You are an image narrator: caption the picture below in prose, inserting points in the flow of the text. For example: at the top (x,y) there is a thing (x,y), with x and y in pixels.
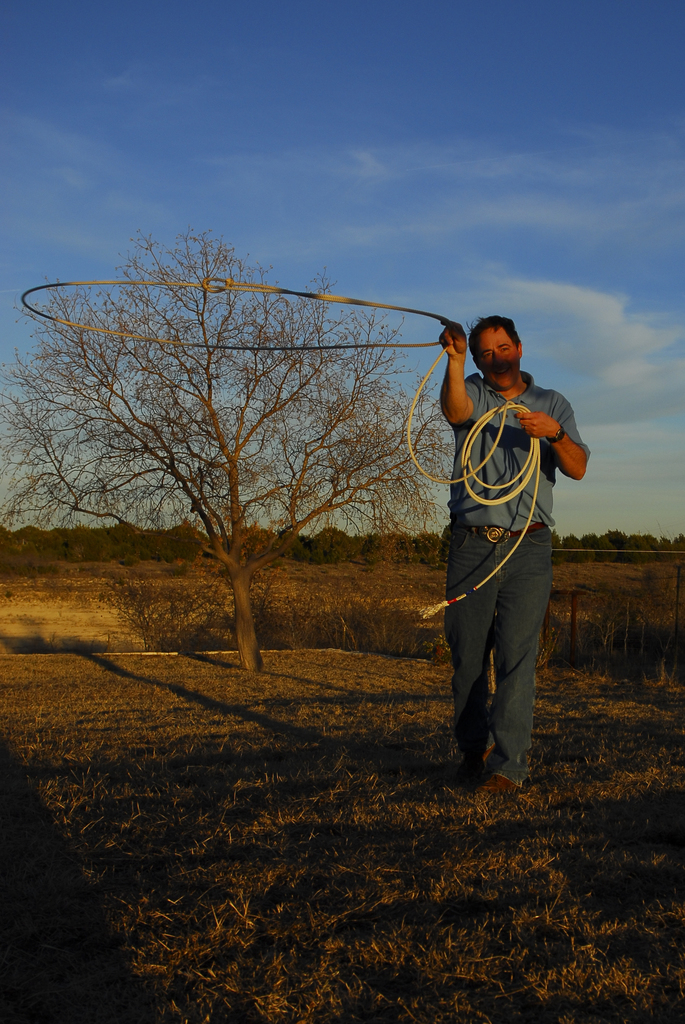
In this image we can see a person (502,452) and a rope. In the background of the image (342,428) there are trees (209,435), plants (305,556) and other objects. At the top of the image (349,150) there is the sky (291,158). At the bottom of the image (315,939) there is the grass (362,952).
